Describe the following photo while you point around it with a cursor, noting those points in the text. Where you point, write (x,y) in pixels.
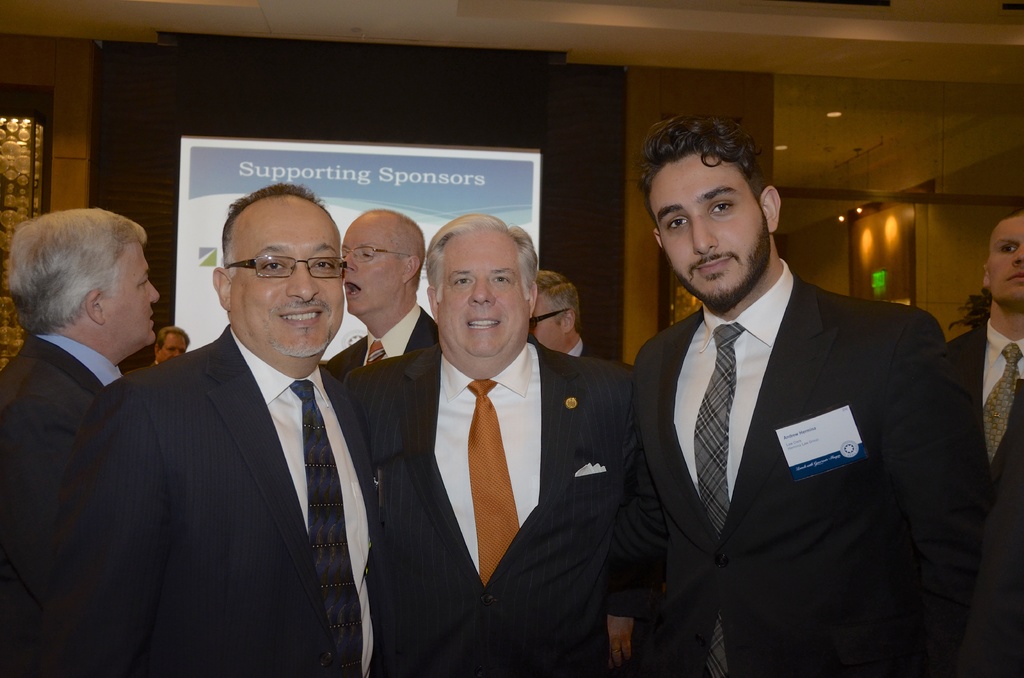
In this image there are three men (694,411) giving pose to a photograph, in the background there are people (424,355) walking and there is a banner (531,152).
